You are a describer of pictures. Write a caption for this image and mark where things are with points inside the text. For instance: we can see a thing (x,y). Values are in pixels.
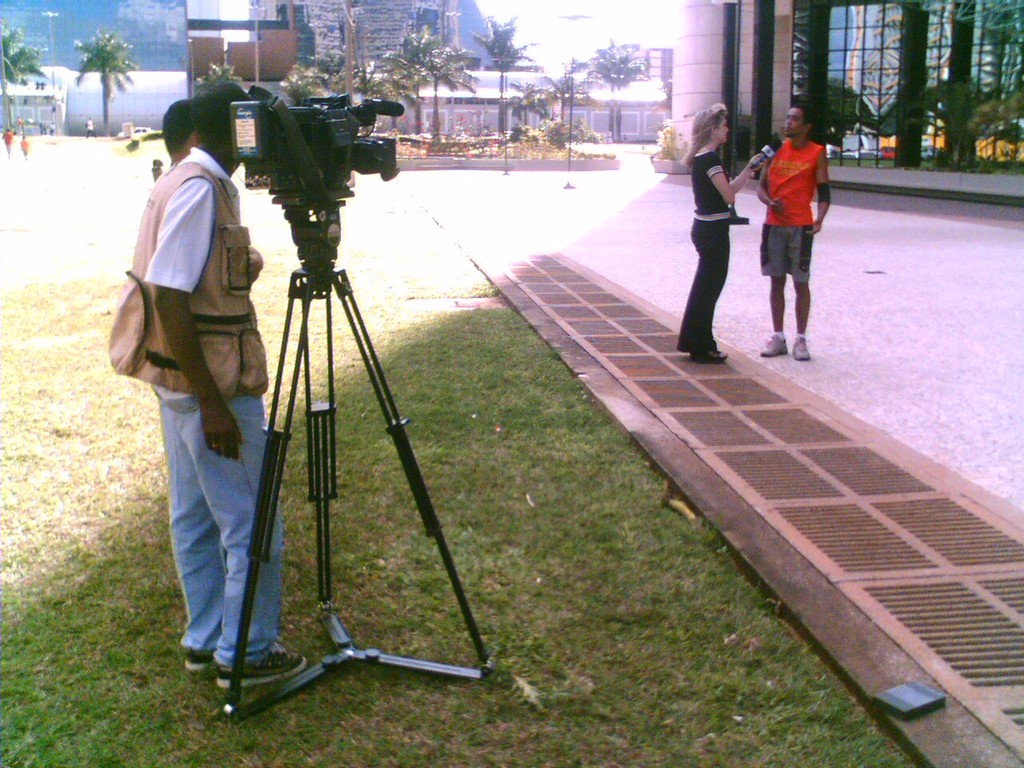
In this image a person (196,315) wearing a jacket (196,315) is standing beside a stand (307,300) having a camera (325,185) on it. Beside him there is a person (178,148). A woman (706,173) wearing a black shirt (706,190) is holding a mike (764,156) in her hand (760,164). Before her there is a person (789,197) wearing orange top (790,201). There are few plants (511,135) and trees (439,114). Background (965,21) there are few buildings (857,76). Left side (88,128) there are few persons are on the grass land (92,239).
